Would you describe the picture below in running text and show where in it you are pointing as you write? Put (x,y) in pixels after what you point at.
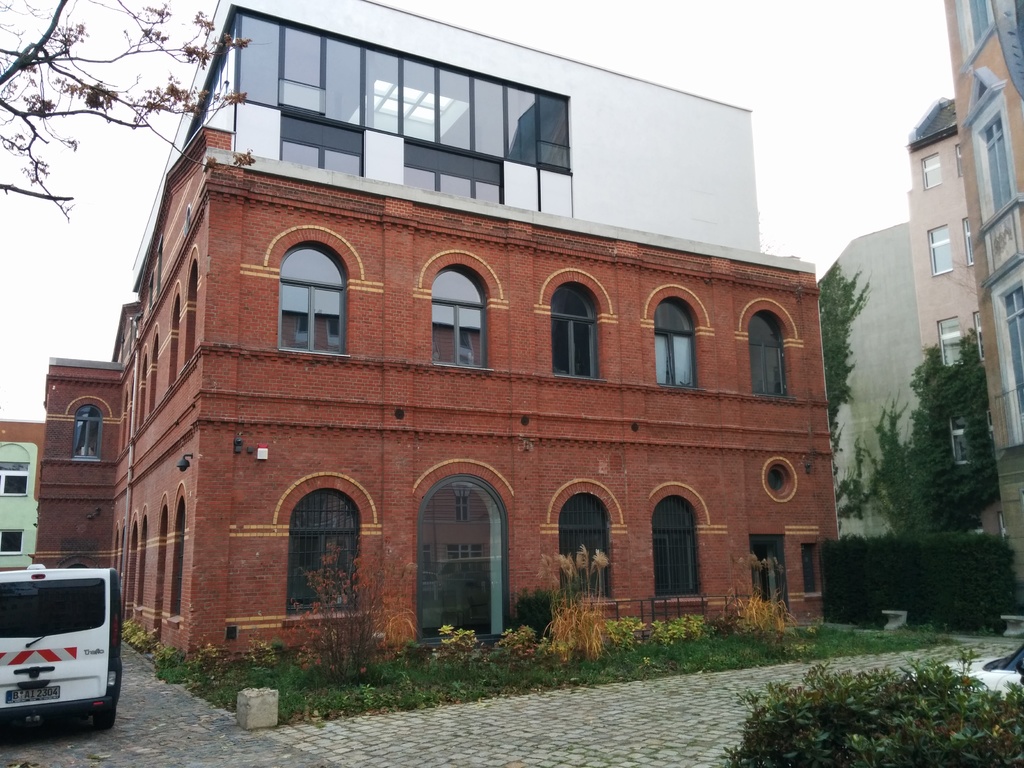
In this image I can see few buildings (674,553) in brown, cream and white color, in front (32,716) I can see a vehicles (114,721) in white color, few trees (1013,727) in green color and sky (798,56) is in white color.
